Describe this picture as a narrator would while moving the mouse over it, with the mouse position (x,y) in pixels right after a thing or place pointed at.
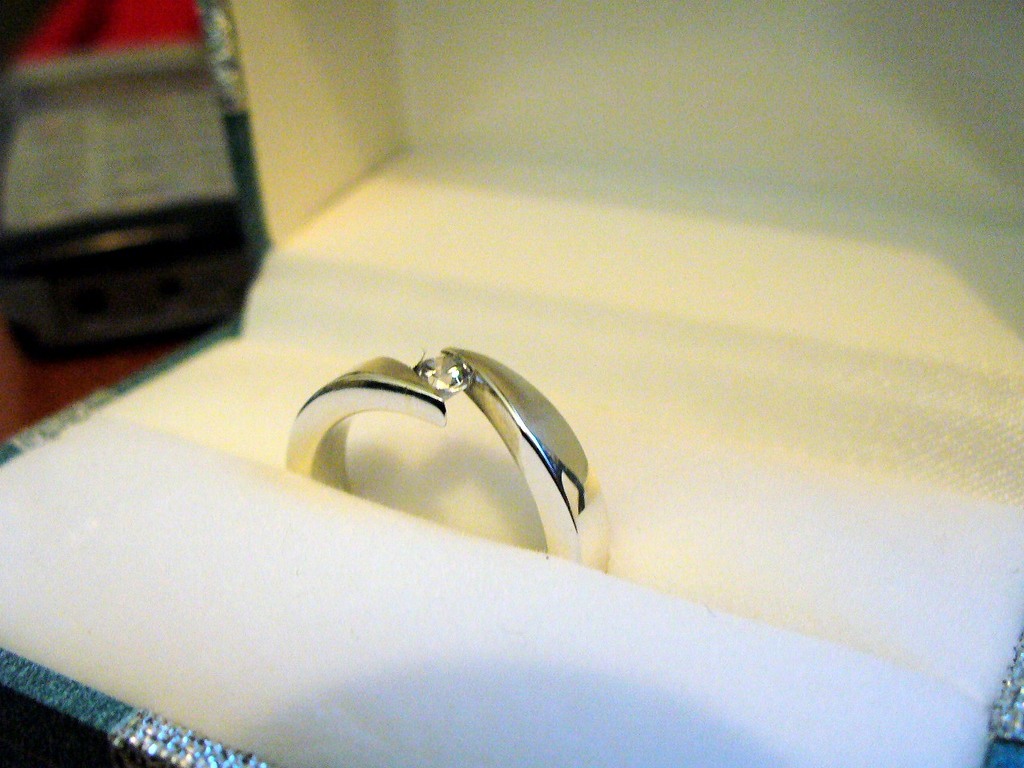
In the middle of the image (440,382) we can see a ring (446,363) and we can see blurry background (618,172).
